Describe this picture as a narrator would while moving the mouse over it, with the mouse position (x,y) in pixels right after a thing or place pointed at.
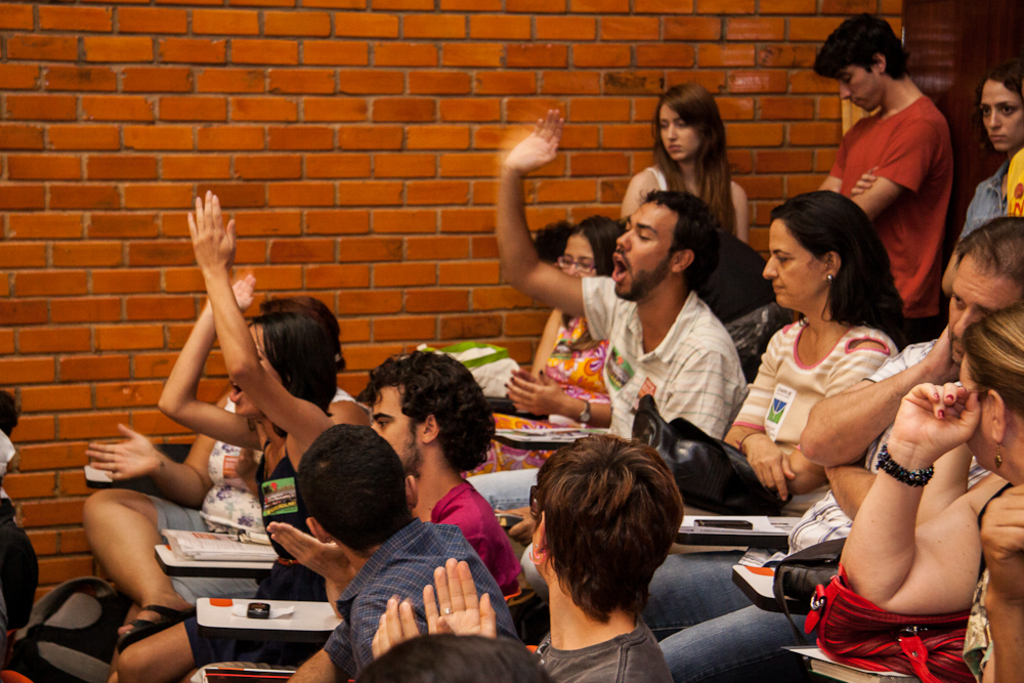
In this picture there are group of people (600,478) sitting and there are two persons (663,373) sitting and raising hands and shouting. At the back (873,146) there are three persons (937,165) standing and there is a wall (282,250). At the bottom (51,644) there is a bag (72,607).
